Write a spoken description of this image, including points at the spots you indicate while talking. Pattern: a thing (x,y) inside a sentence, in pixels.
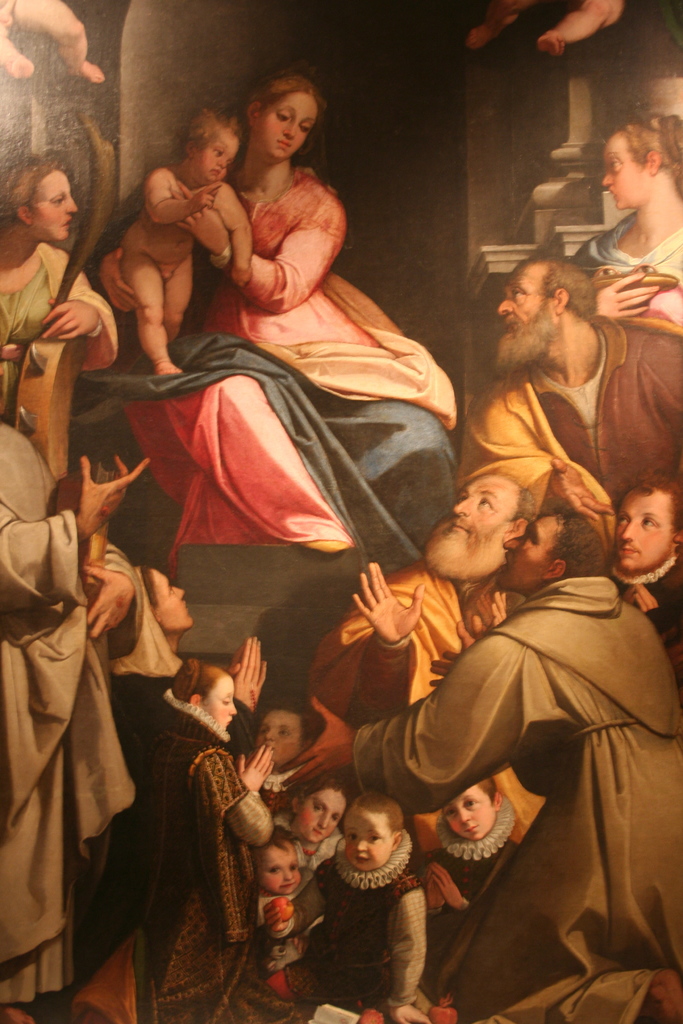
In this image there is a painting (324,622). In the painting (410,690) there are men (457,519), women (303,326) and children (292,824). Behind them there is a wall (424,110).
